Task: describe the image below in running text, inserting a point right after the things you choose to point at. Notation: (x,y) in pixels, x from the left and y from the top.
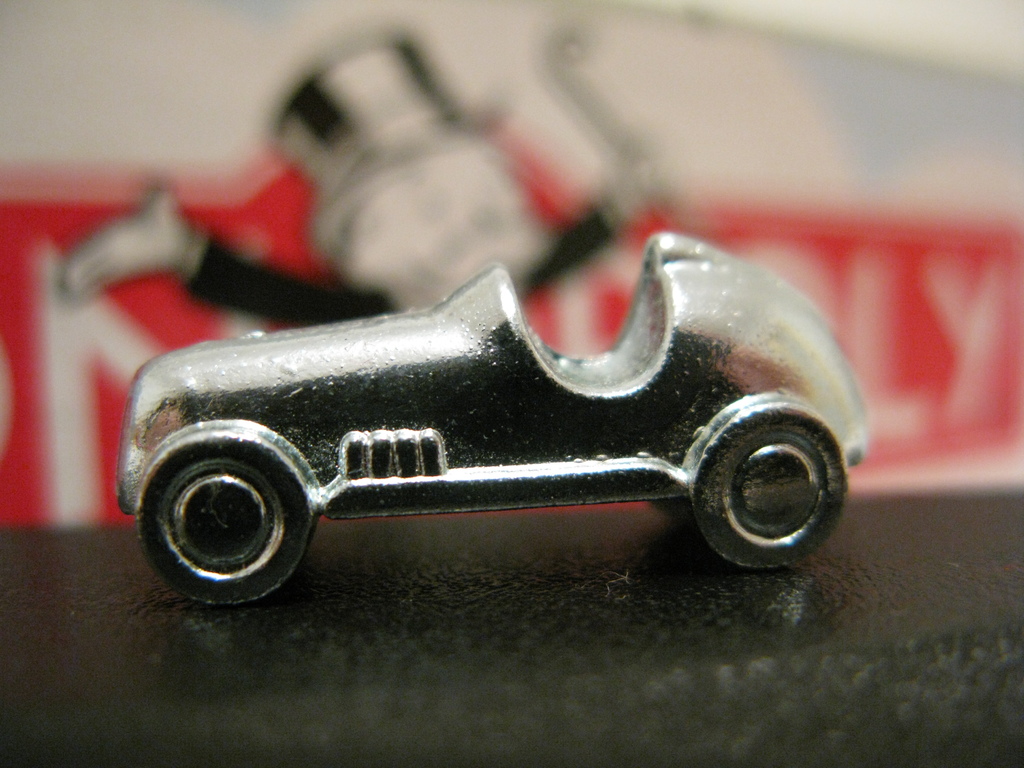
In this image we can see a toy car (564,413) which is placed on the surface (622,541). On the backside (583,264) we can see a picture (597,265) and some text (562,302) on a wall (545,332).
